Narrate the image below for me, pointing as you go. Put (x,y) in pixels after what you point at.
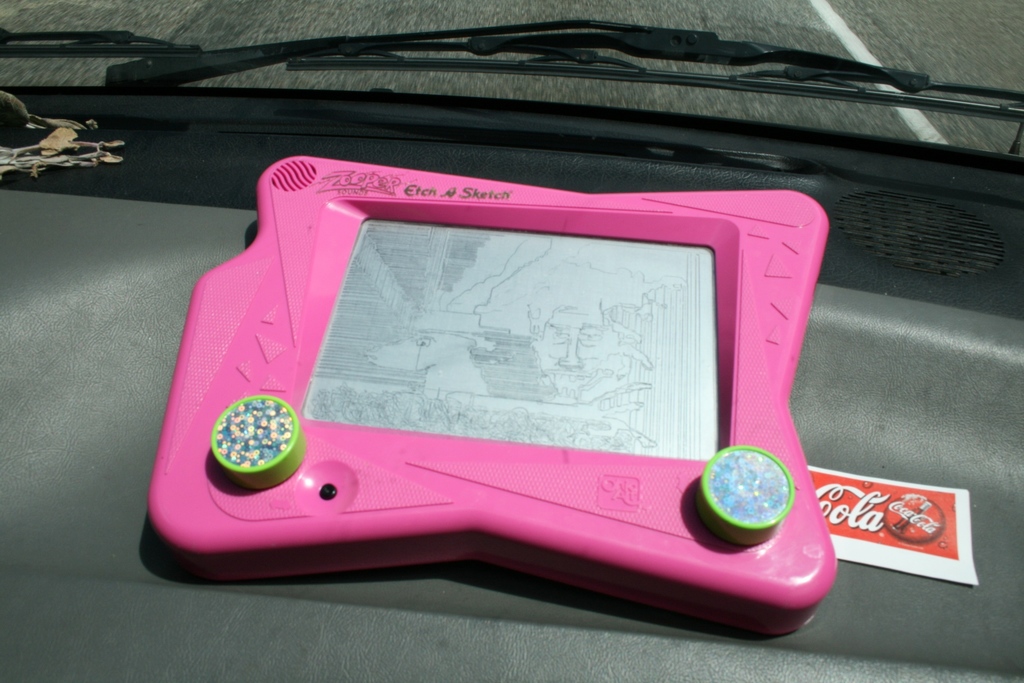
Here we can see a game board (683,398) and a card (848,517) inside a vehicle (900,431). From the glass (758,22) we can see road (950,27).
